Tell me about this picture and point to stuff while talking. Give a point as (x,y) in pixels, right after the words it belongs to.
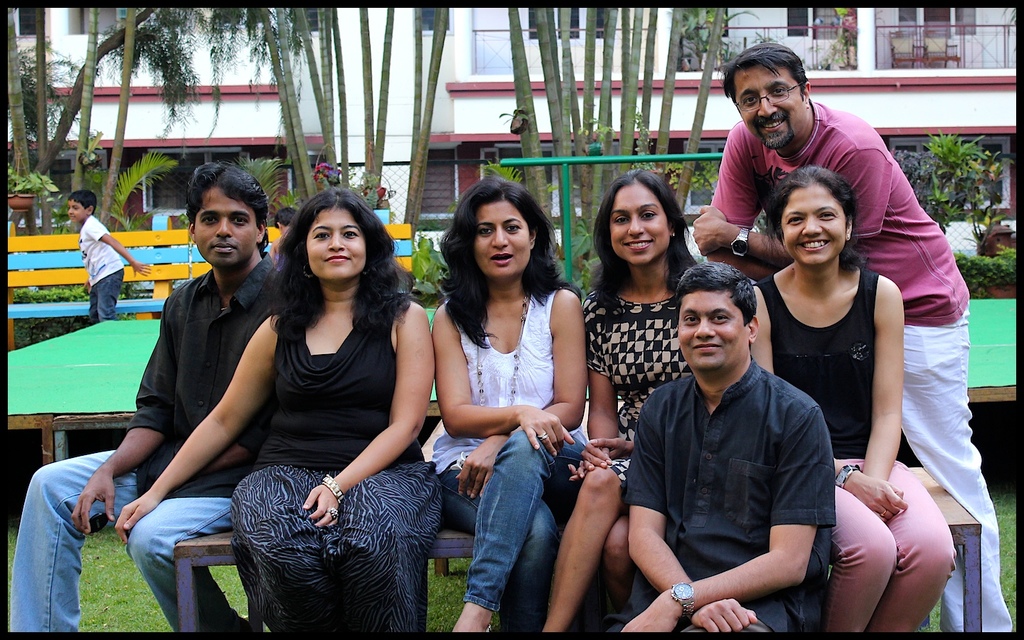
In this image in front (257,505) there are people (371,489) sitting on the bench (180,574). Behind them there is a table (990,368). On the backside of the image (68,256) there is another bench (134,243). There is a metal fence (467,178). There are plants (143,158), trees (12,58). In the background of the image (573,57) there are buildings (573,57). At the bottom of the image (133,597) there is grass (107,604) on the surface (116,601).
